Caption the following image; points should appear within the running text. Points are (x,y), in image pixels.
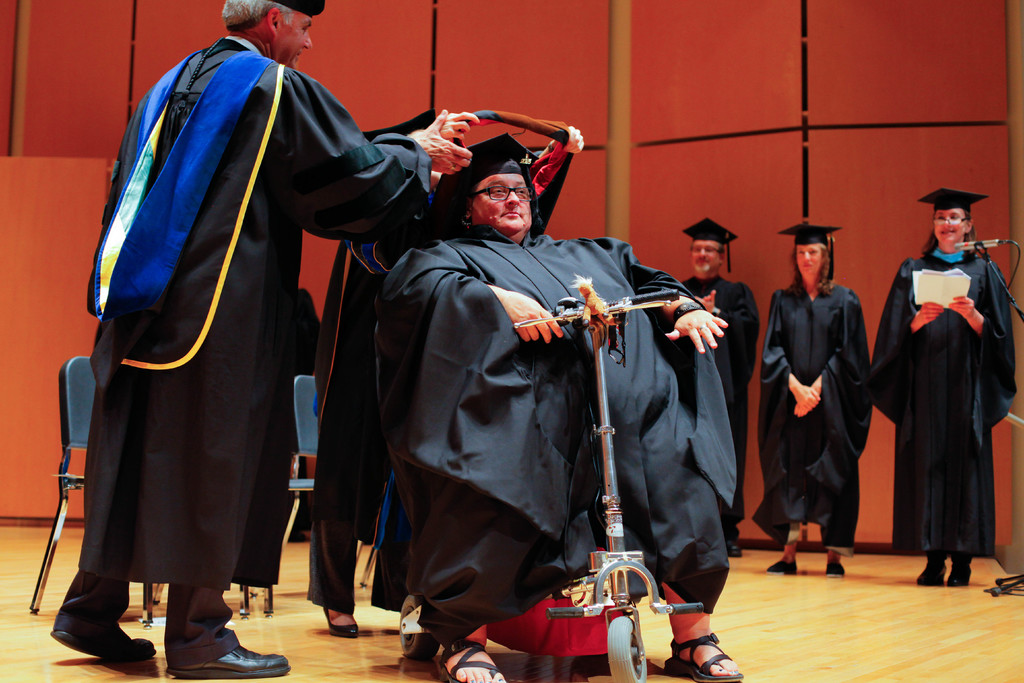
In this picture, we see a man (606,282) is sitting on the vehicle (613,314). Beside him, we see a man (142,419) is standing and he is holding a hood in his hands (418,142). Beside him, we see a woman (353,307) is standing. Behind them, we see the chairs (298,431). On the right side (942,261), we see two women (795,315) and a man (746,394) are standing. The woman (890,324) on the right side (991,338) is standing and she is holding the papers (918,280) in her hands (964,301). Beside her, we see a microphone (993,241) and I think she is talking on the microphone (963,245). In the background (742,90), we see a wall (614,73) in brown color.
